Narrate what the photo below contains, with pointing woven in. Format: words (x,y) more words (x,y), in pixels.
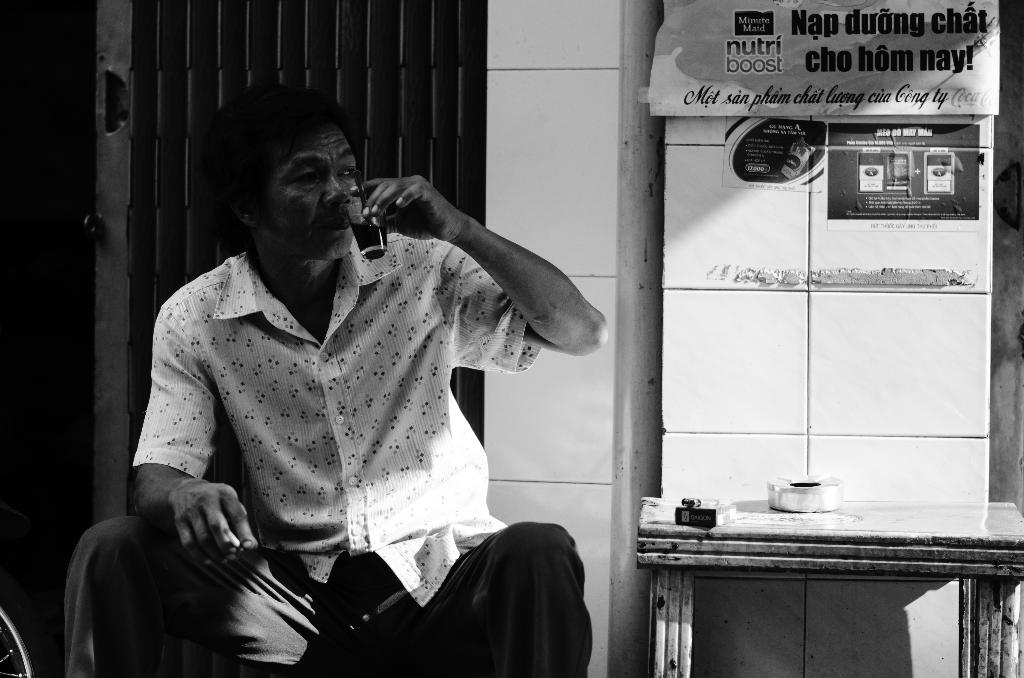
In this image I can see a person (537,288) is sitting on the chair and holding a glass (375,249) in hand (409,231). On the right (766,552) I can see a table (699,538). In the background (613,100) I can see a wall (539,429) and poster (755,107). This image is taken may be outside.
